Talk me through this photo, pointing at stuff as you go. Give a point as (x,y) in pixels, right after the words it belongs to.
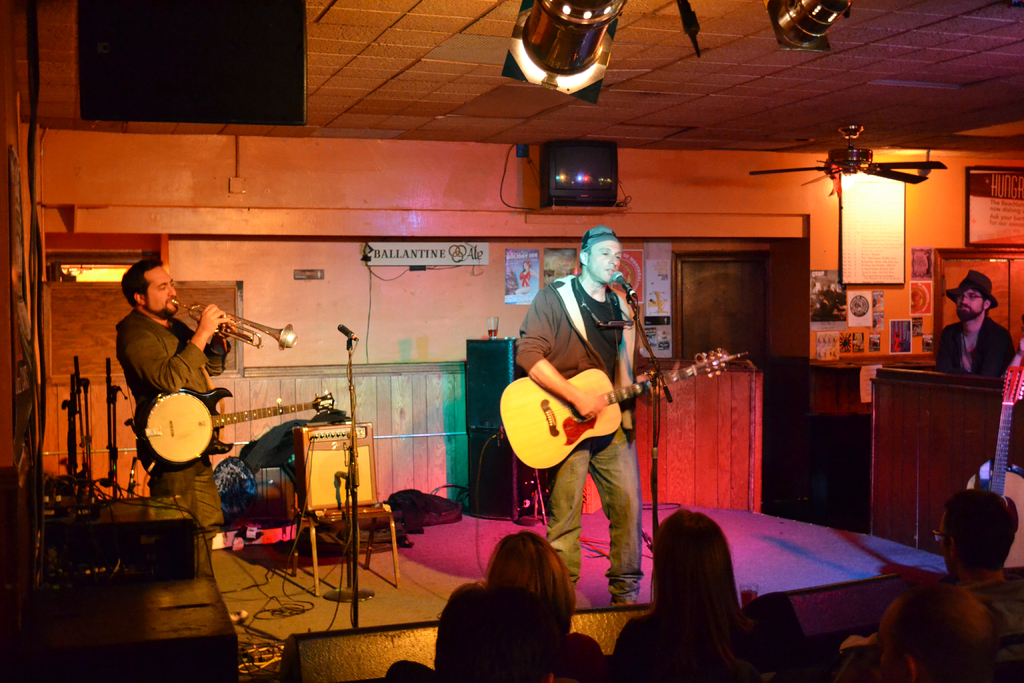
In this picture we can see three men (550,368) where two are on stage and playing guitar (520,400), trumpet (246,321) and singing on mic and in front of them there is a group of people (703,616) looking at them and in background (404,231) we can see wall (448,234), television (606,190), door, poster (856,205), fan (834,179).
